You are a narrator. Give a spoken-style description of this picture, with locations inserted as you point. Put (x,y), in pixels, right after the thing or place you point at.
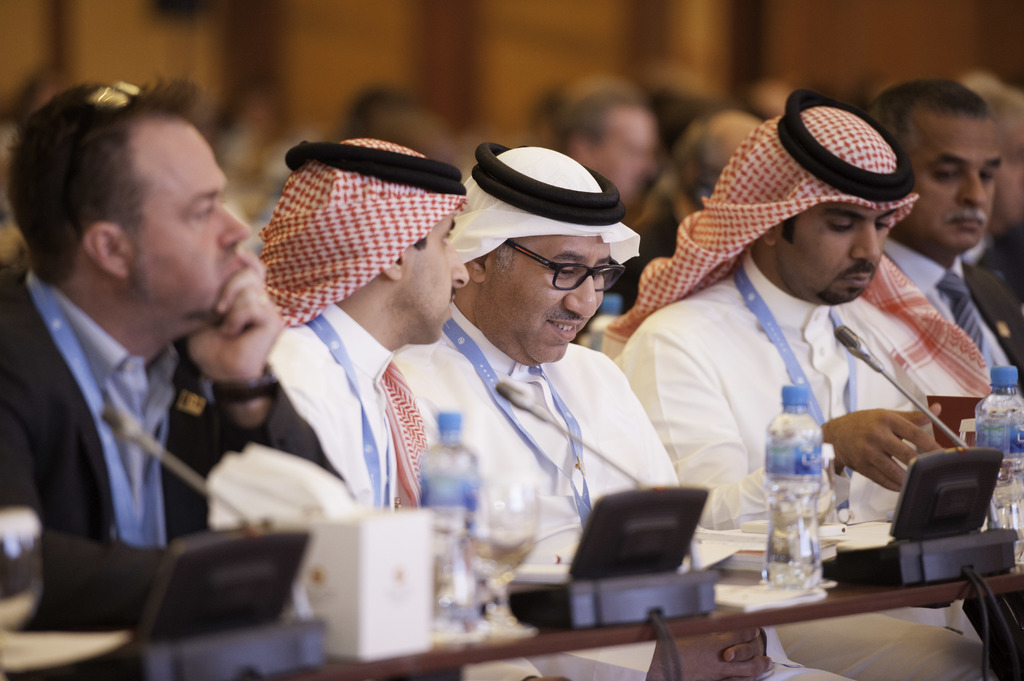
In this image we can see a few people (543,207) are sitting, in front of them there is a table (549,643), on that there are bottles (470,610), papers (563,546), mics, also we can see some electronic objects (698,506), and the background is blurred.
